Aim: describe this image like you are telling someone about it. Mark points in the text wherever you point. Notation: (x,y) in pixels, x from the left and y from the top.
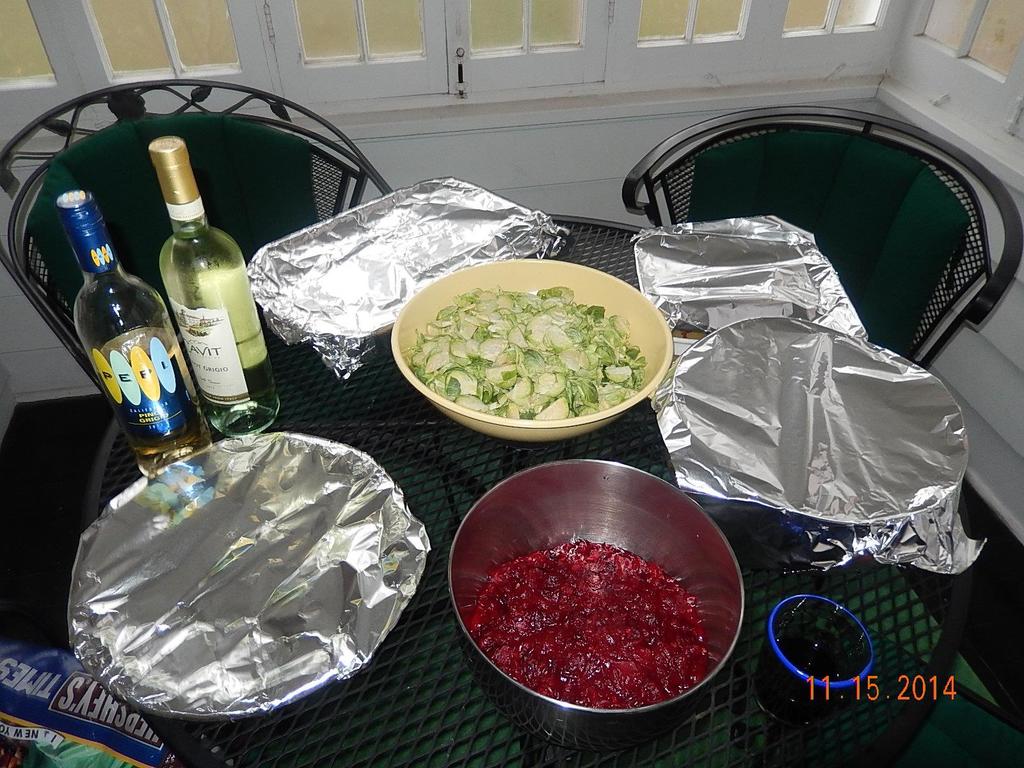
This is a metal table (432,517) where a two bowls (436,318), two wine bottles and a food (269,683) covered with cover (371,590) and a glass (858,646) are kept on it. Here we can see a chair (912,250) and a window (655,35) as well.
